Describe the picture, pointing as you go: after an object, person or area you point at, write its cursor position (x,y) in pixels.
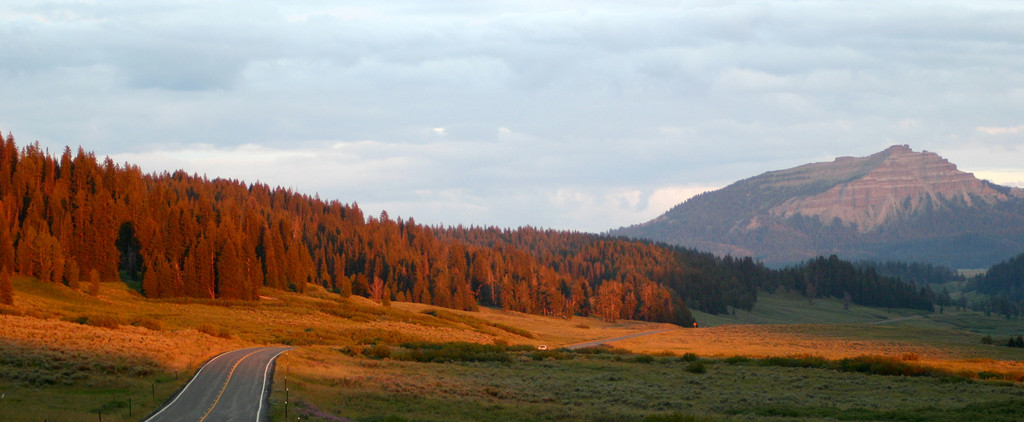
At the bottom of the image (512,343) on the ground (562,343) there is grass (494,336). And also there is a road (184,402). Besides the road (184,402) there are poles (287,388). In the background (684,271) there are trees (685,256). And also there is a hill (750,194). At the top of the image (369,111) there is sky (558,99) with clouds (794,63).
